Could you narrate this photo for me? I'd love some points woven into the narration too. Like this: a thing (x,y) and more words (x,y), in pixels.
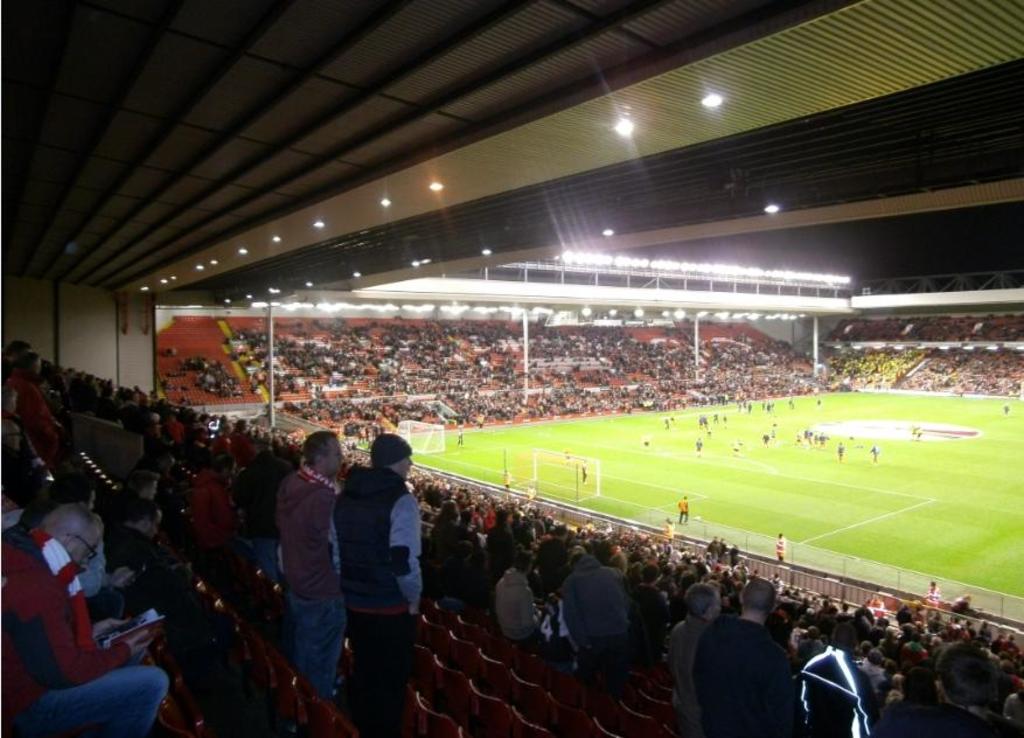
In this picture we can see a group of people (154,566), chairs (575,688) and in front of them we can see some people (697,420) on the ground (693,447), football net (570,476), poles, roof (523,165), lights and some objects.
